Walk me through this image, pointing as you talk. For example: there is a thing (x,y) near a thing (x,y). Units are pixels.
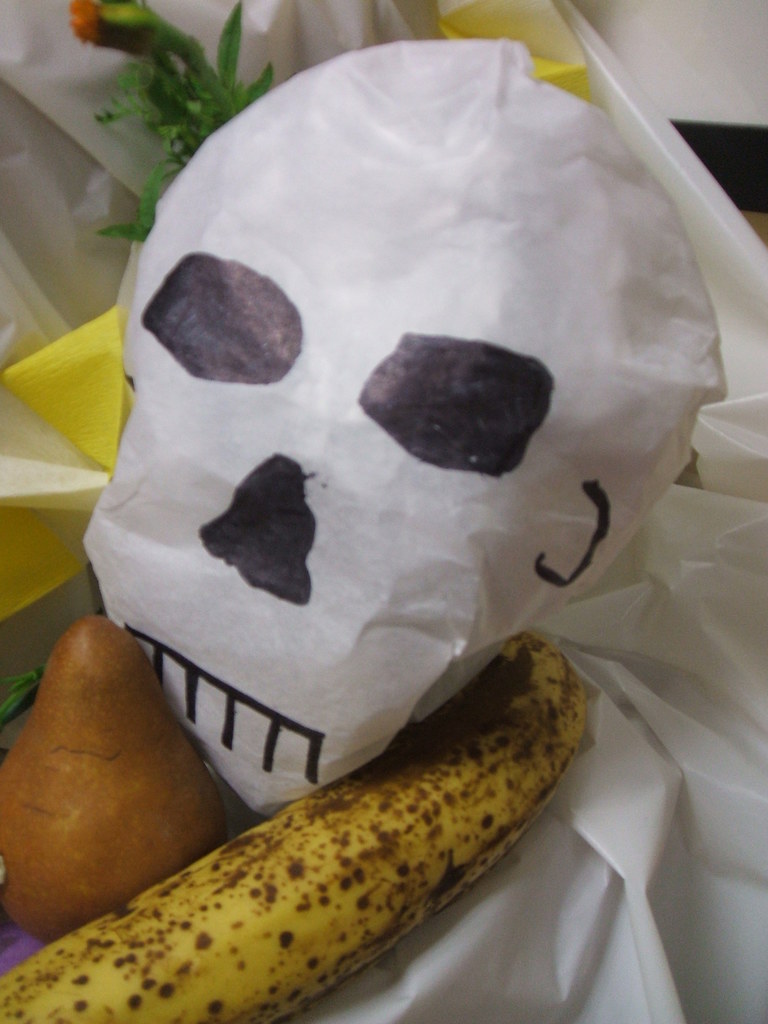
In this picture we can see banana (286,862) and brown color fruit (124,794) is seen in the image. Beside we can see white color paper wrapper (283,562) on which danger skeleton (255,621) is drawn.
